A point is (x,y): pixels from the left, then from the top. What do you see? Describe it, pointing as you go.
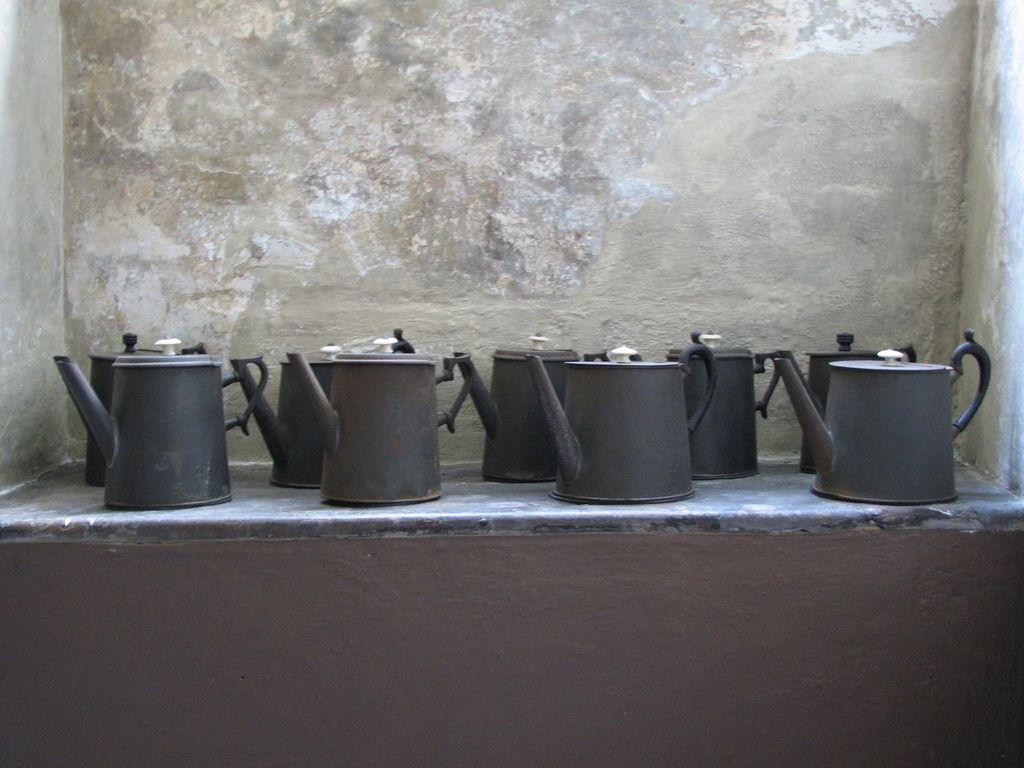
In this picture we can see a group of kettles (707,378) on a platform (440,470) and in the background (543,213) we can see wall (543,213).
